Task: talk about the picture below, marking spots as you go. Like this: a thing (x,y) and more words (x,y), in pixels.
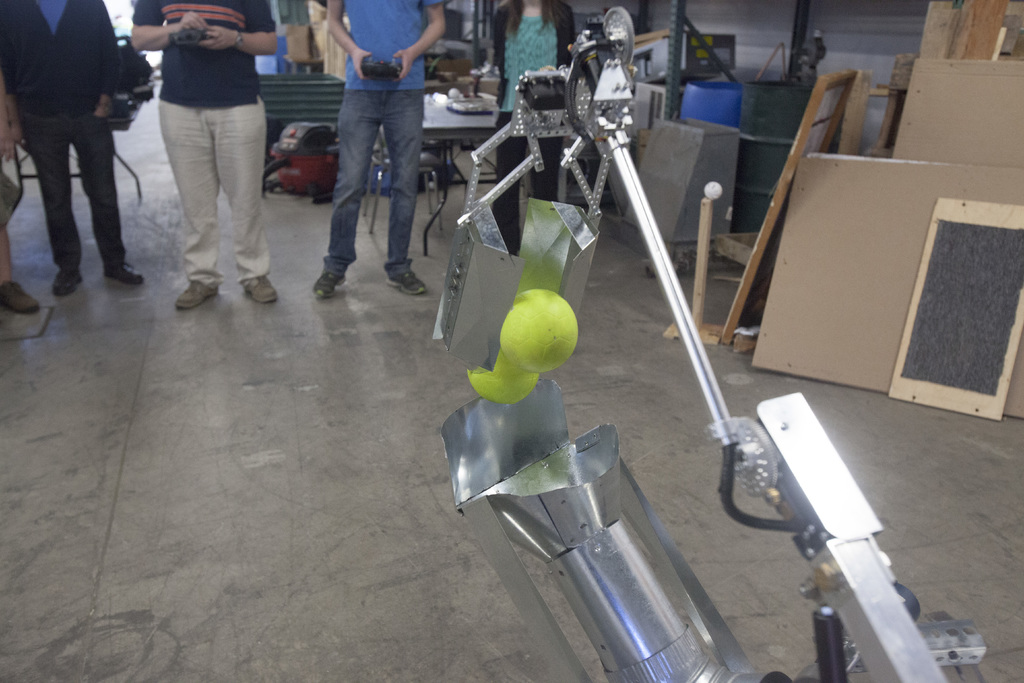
In this image I see an equipment (573,572) over here and I see green color things (532,337) over here and I see the floor (620,341) and I see few persons (247,118) over here and I see number of things (649,117) over here.
